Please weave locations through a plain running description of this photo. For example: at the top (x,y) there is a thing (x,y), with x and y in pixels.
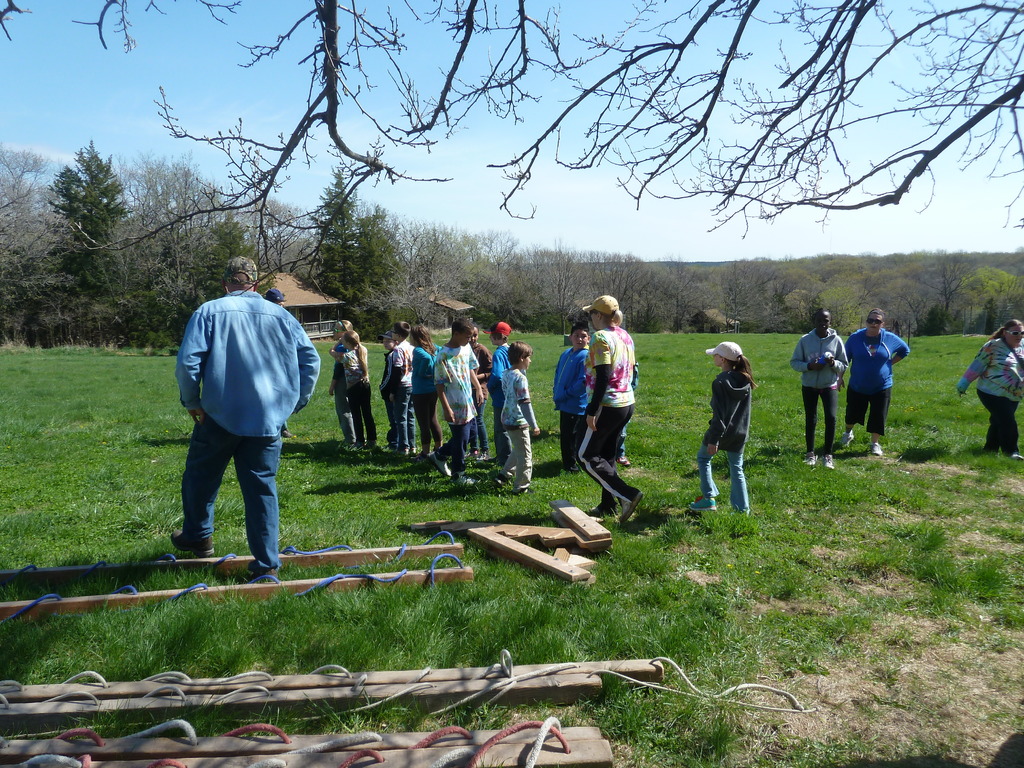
In this picture I can see there are kids (443,407) and few people (242,432) standing here, there is grass (313,458) on the floor (331,402) and there is a building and trees (119,243) in the backdrop (162,279). The sky (518,137) is clear.
